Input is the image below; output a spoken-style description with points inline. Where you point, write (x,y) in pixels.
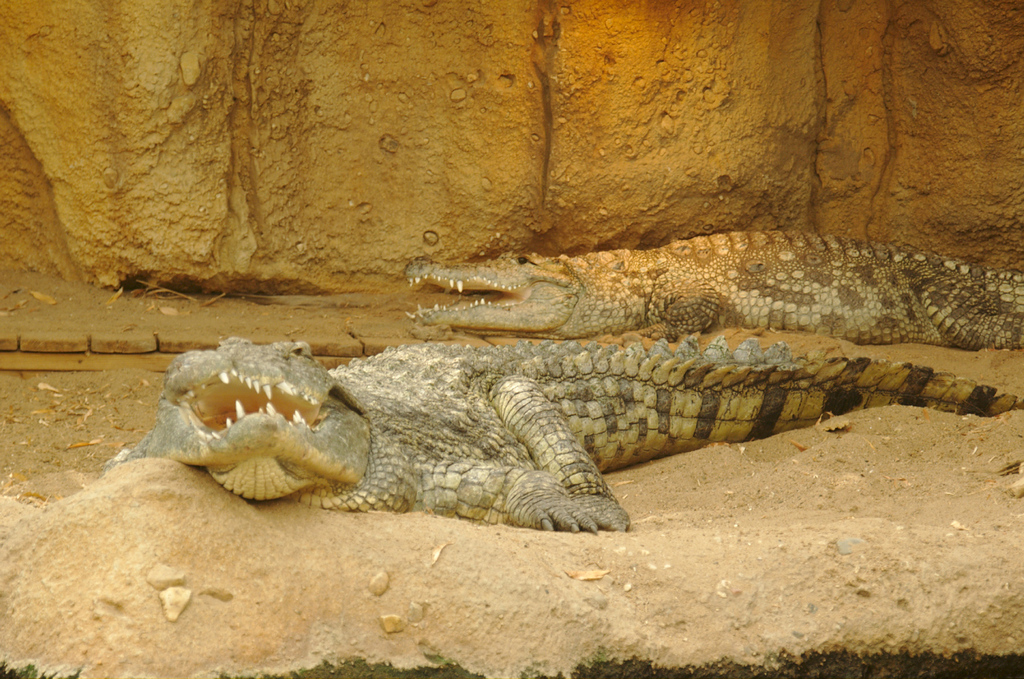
In this image, we can see crocodiles (375,482) on the sand (665,573) and in the background (456,91), there is a rock (525,105).
